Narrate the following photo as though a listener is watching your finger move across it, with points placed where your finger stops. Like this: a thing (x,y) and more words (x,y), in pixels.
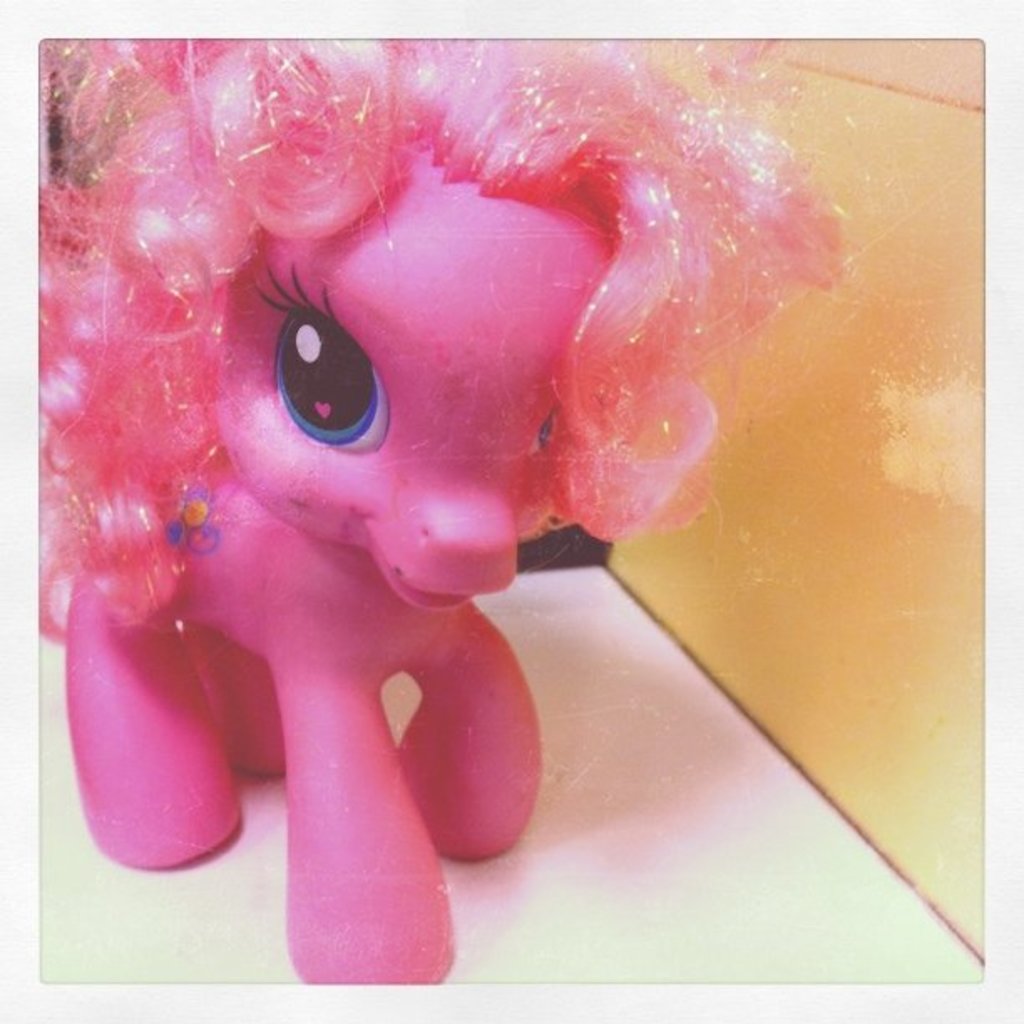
This picture shows a pink toy (346,495) with a pink hair (331,198) on the table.
